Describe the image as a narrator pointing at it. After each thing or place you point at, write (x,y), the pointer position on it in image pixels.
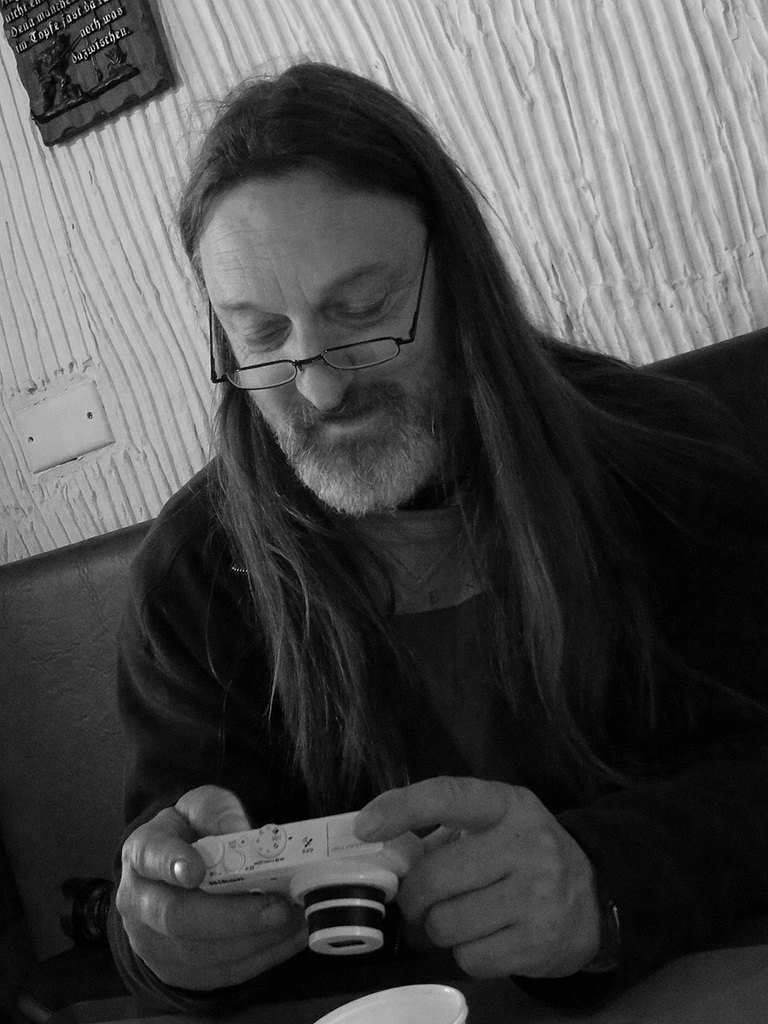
In this picture I can see a man (423,313) in front (585,626) who is holding a camera (332,934) and I can see a white color thing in front of him. In the background (438,24) I can see the wall (94,176) and I can see a board (56,44) on which there is something written.
